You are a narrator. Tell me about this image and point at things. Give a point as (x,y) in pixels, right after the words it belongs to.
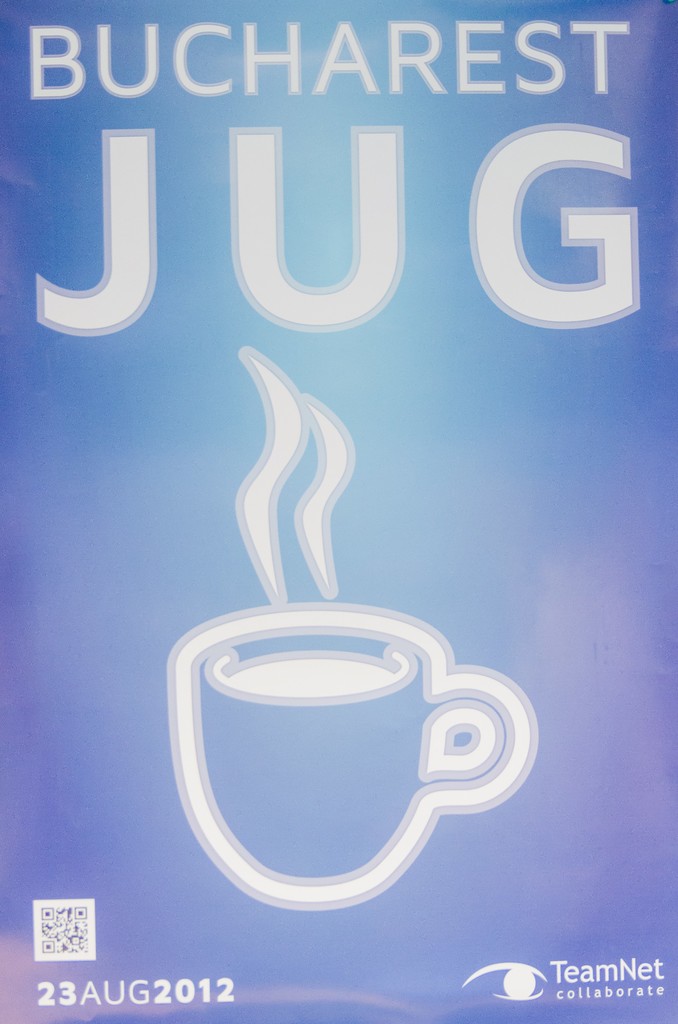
In this picture it looks like a pamphlet (319,919) of a company with an image (282,890) of a cup (319,735) on it.
